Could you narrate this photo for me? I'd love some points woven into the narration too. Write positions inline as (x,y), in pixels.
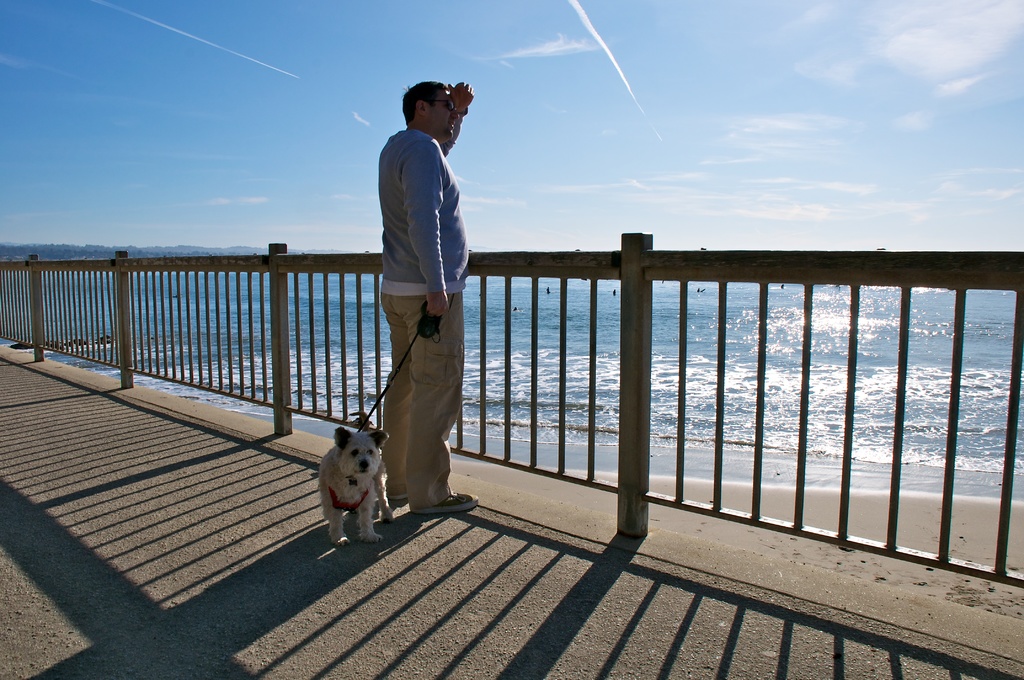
Here we can see man (424,273) with his pet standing near the railing (516,261) and watching through the beach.
